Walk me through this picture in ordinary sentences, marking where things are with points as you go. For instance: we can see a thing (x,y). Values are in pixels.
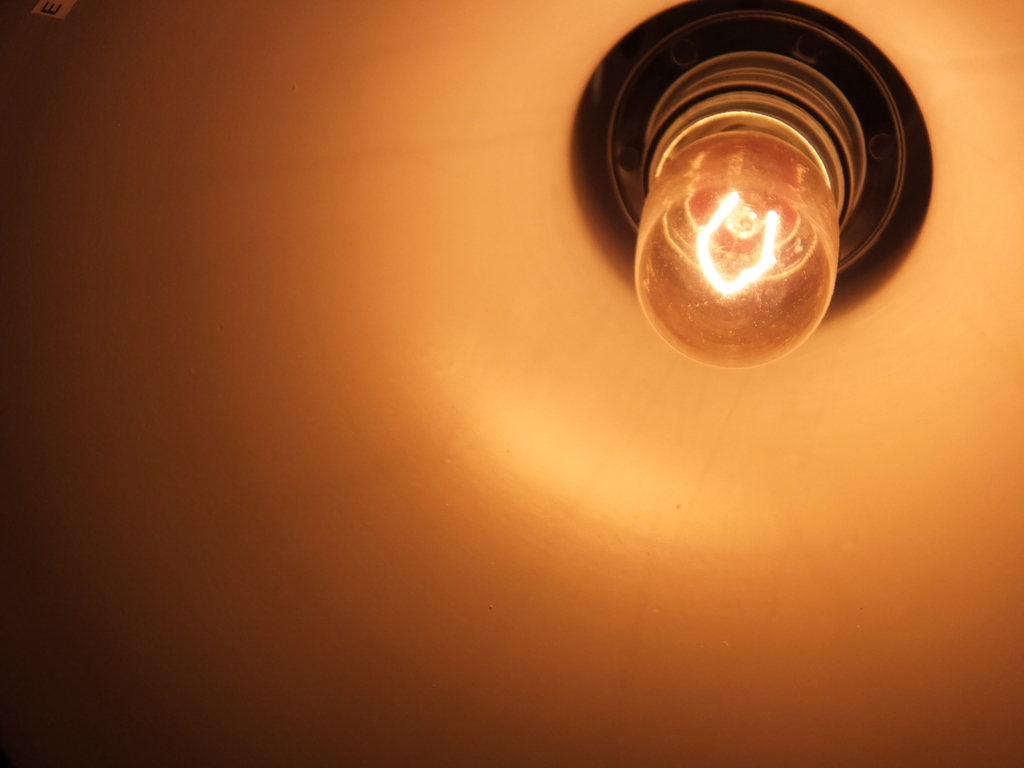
In this image there is a light (704,229).
